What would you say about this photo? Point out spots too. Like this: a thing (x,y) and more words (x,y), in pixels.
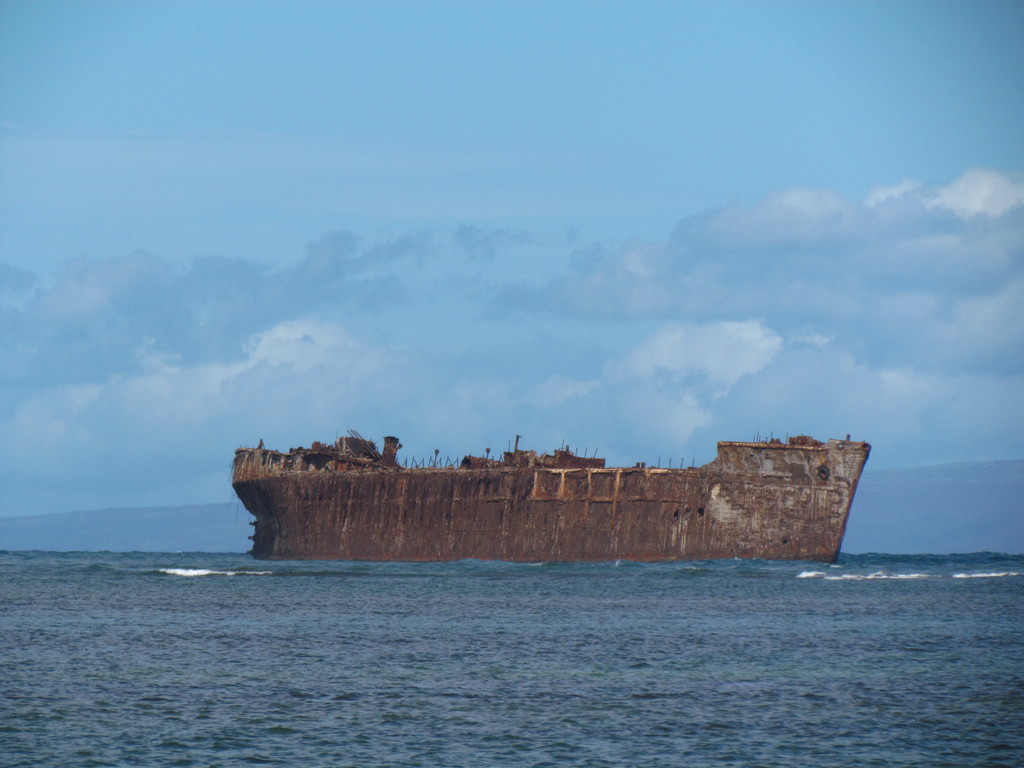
In this picture we can see a rusted ship (467,520) on the water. Behind the ship (331,526) there is the sky (637,318).
